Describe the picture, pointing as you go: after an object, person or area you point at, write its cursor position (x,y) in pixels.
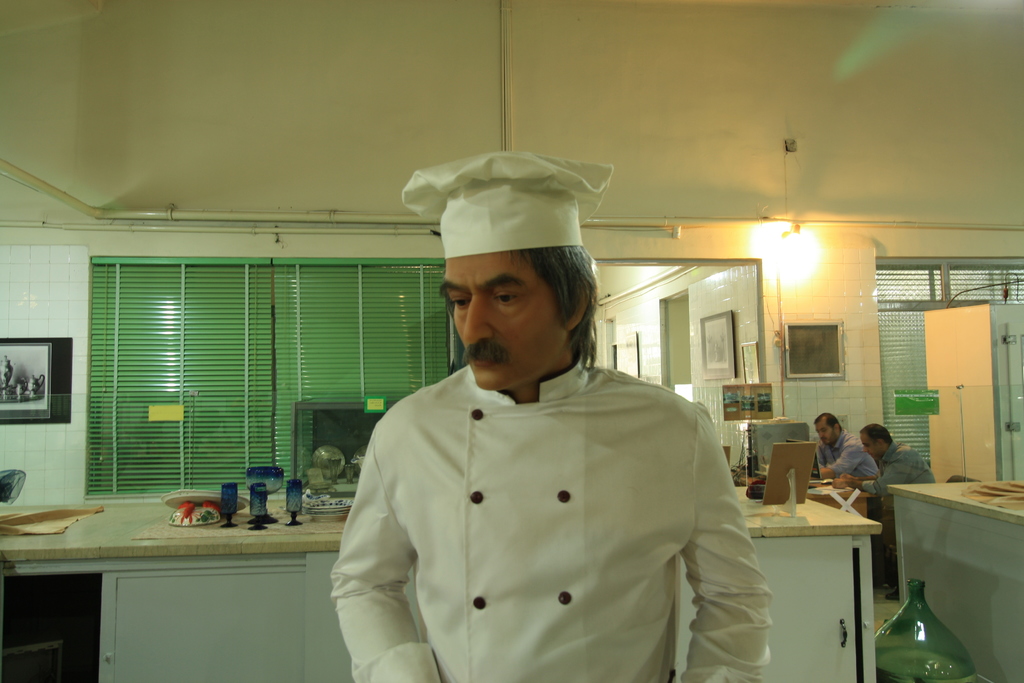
In this picture there is an old man (472,336) who is wearing chef uniform (571,455), in the background (233,501) we observe few objects (294,509) kept on the table (281,505) and there are two people (828,468) sitting on the right side of the image (878,480). There are glass doors (906,289), curtains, lights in the picture.
